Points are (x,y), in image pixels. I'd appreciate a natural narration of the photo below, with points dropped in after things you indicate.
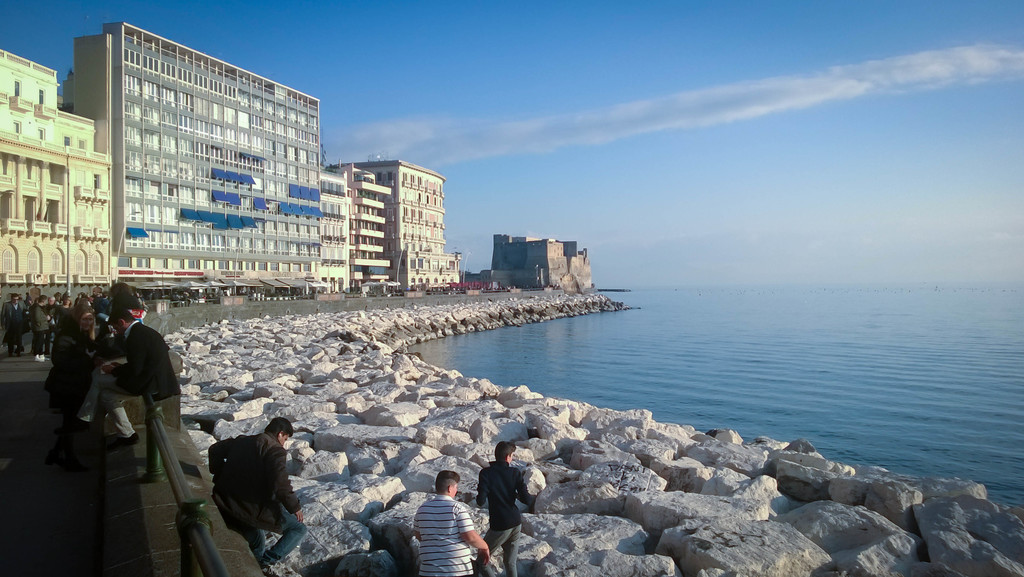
In this image there are few rocks (483,385) beside water (711,364). Few persons (277,499) are on the rocks (356,470). A person (119,377) is sitting on the fence (198,557). Few persons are standing on the road (35,403). Background (59,283) there are few buildings (159,225). Top of image (488,145) there is sky (739,107).
